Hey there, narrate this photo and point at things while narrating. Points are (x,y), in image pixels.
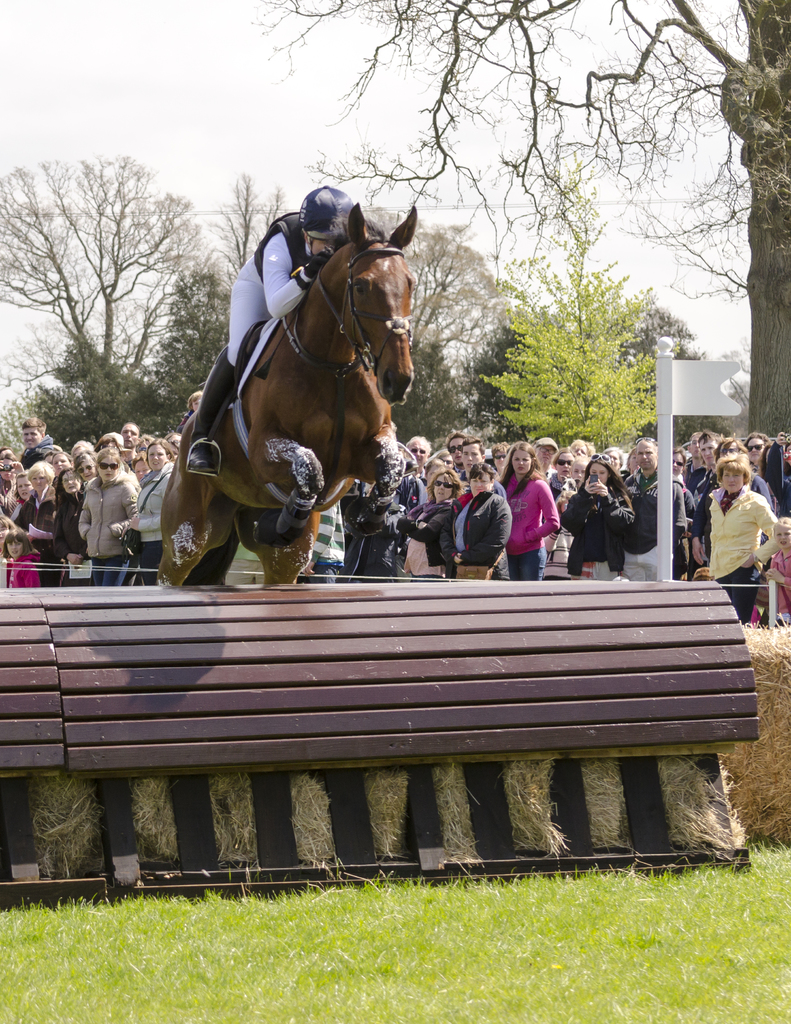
Here a person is riding horse (273,413). Behind him there are many people (358,566) looking at him and trees (162,396) and sky (184,128).
